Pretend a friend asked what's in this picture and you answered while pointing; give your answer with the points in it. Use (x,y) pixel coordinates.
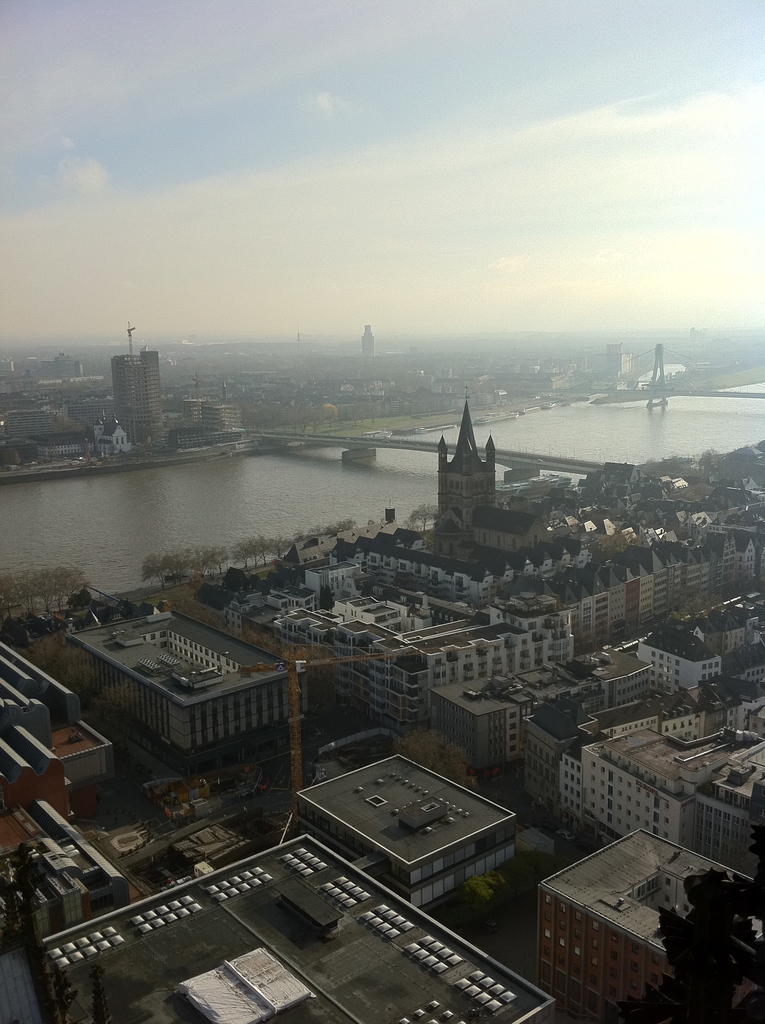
In this image we can see a group of buildings (302,929) and trees (60,604). Behind the buildings (373,554) we can see the water (328,494) and bridges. In the background (0,407), we can see few more buildings (119,428). At the top (397,177) we can see the sky (333,143).
